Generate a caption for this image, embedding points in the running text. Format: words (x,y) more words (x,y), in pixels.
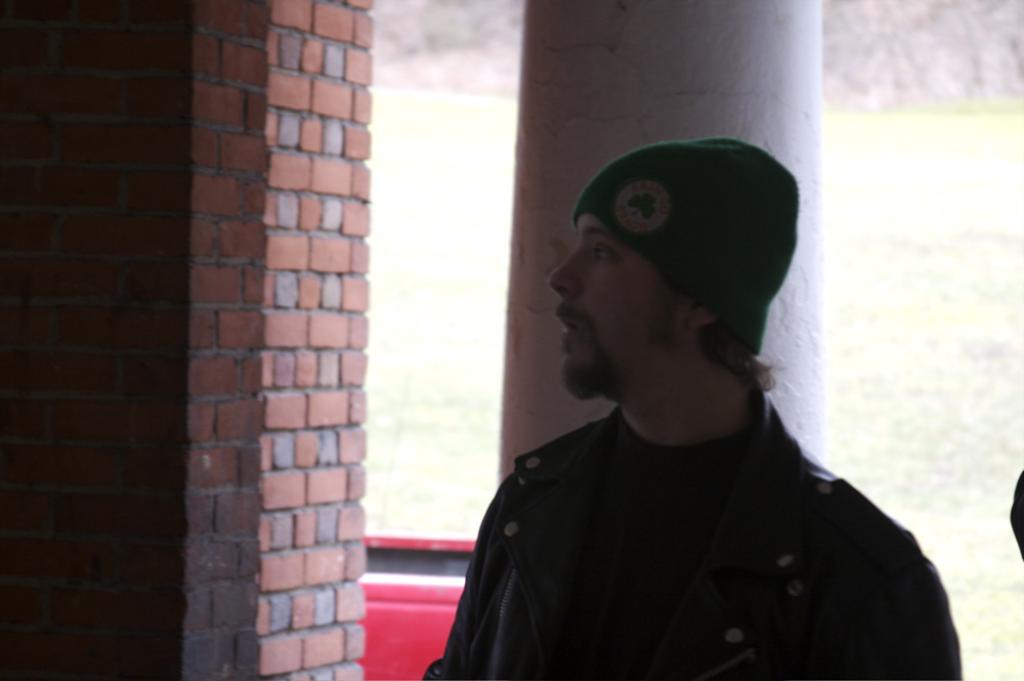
In this image there is a man (671,588) standing. Behind him there is a pillar (623,66). To the left (204,317) there is a wall (126,385). In the background (915,246) there's grass (425,200) on the ground (416,218).
